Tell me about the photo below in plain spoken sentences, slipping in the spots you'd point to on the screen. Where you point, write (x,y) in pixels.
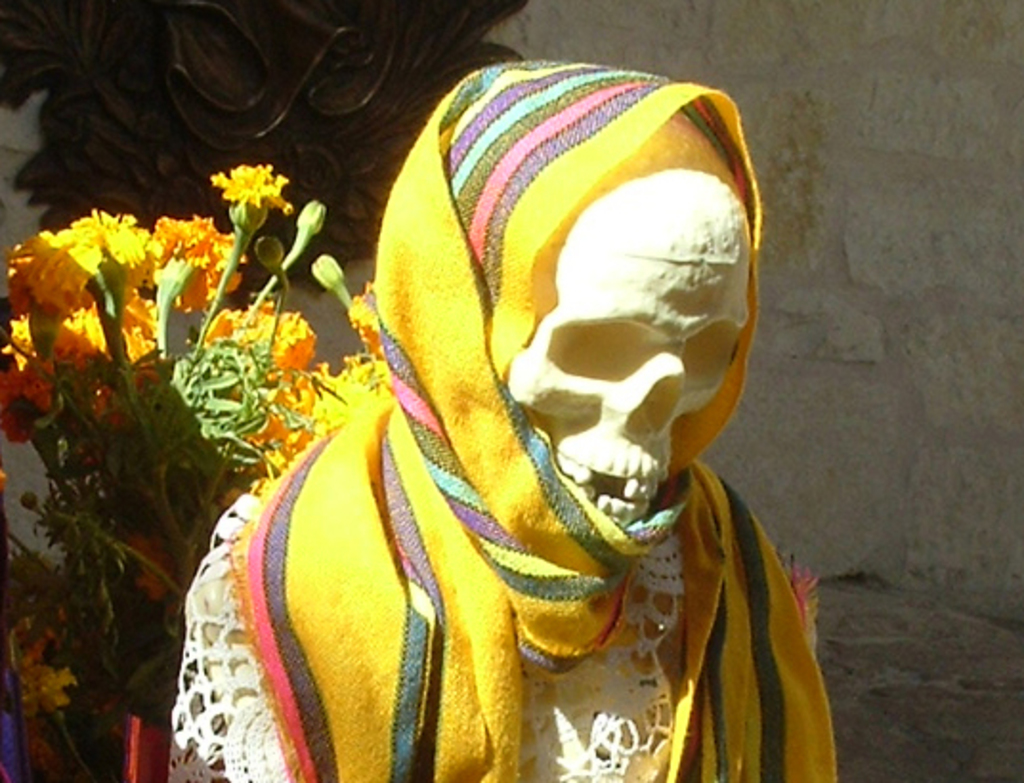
In this image we can see a statue (601,434), cloth (604,645), flowers (256,329), buds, leaves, and objects (169,51). In the background (857,159) there is a wall (918,545).
